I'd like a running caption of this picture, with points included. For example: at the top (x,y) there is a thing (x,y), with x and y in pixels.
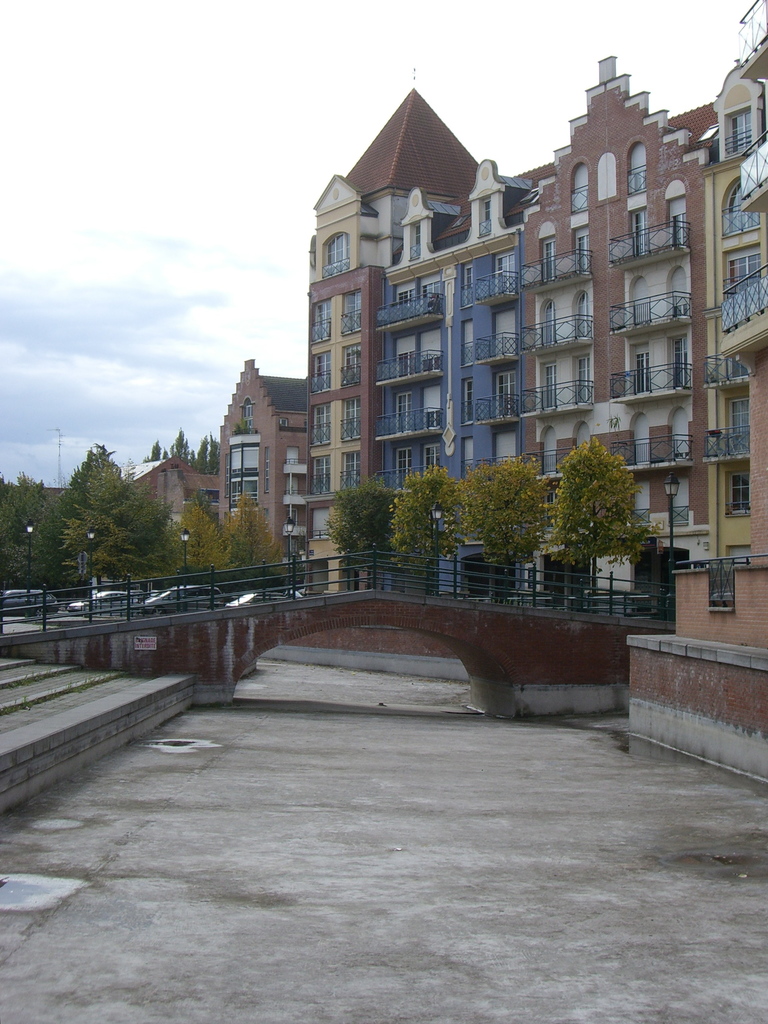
At the bottom (387,893) we can see ground (184,798), bridge (218,666), fences (340,556) and trees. In the background (163,575) there are vehicles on the road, buildings (488,291), fences (733,452), trees (70,587), poles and clouds (11,41) in the sky (11,41).
